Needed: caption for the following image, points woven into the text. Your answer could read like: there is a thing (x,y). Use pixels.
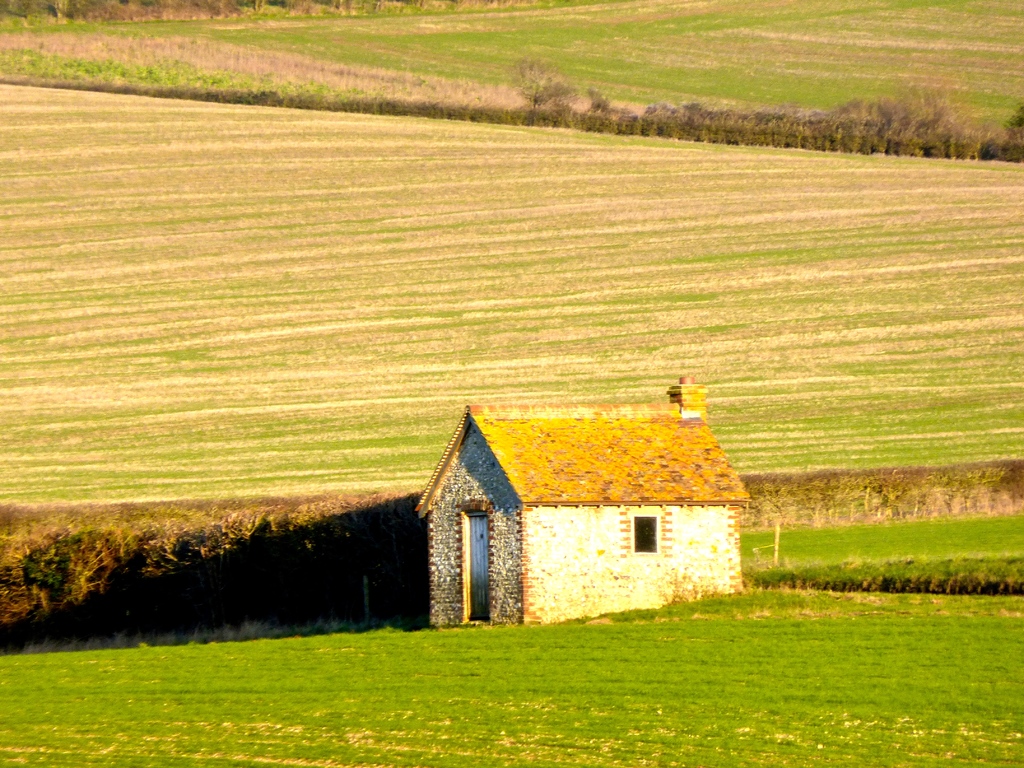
In this image I can see the house (695,437). In the background (309,404) I can see the grass (748,441) and plants (322,589) in green color.
